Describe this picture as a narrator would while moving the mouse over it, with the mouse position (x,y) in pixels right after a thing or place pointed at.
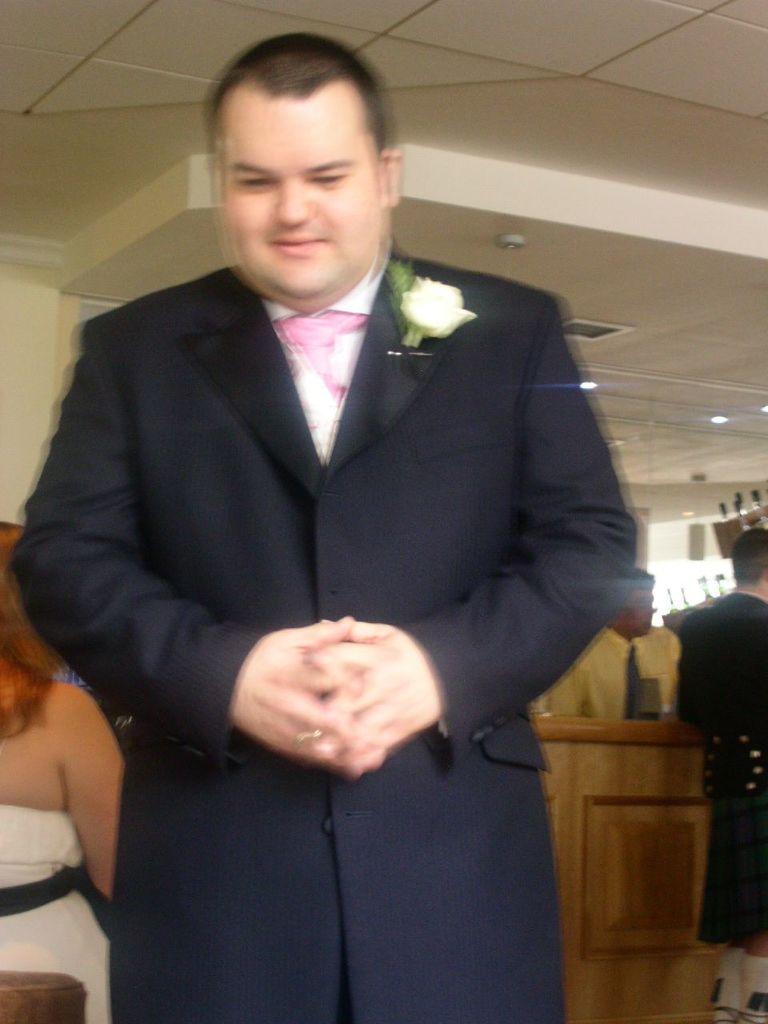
In this image in front (445,619) there is a person (277,839). Behind him there are few other people (689,689). There is a wooden table (642,849). On top of the image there are fall ceiling lights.
